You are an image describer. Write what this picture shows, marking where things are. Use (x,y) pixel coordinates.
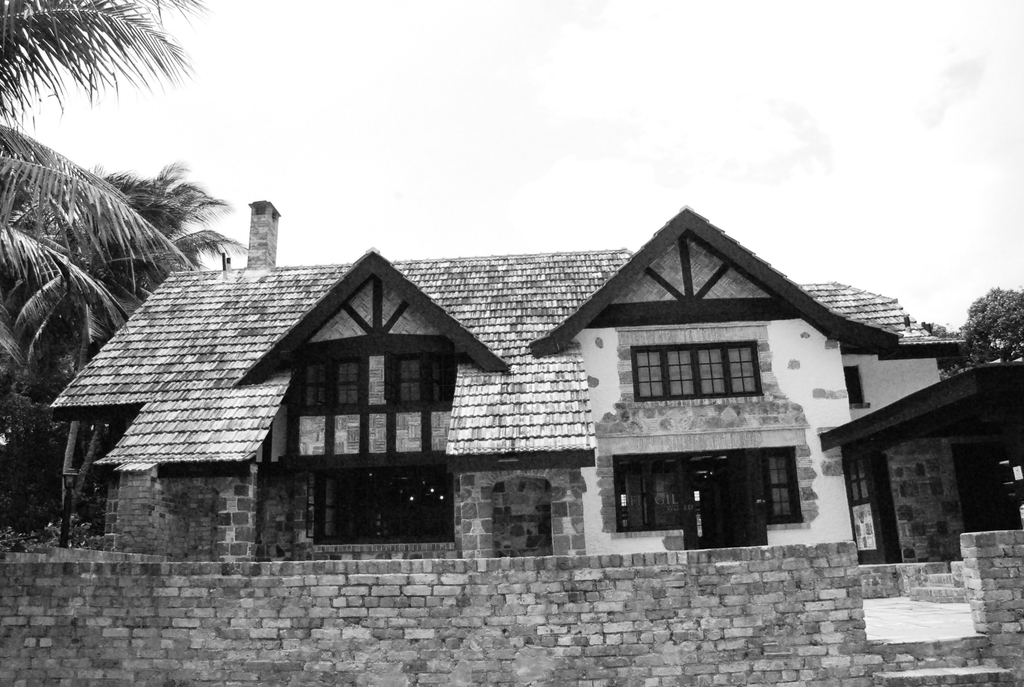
It is the black and white image in which there is a house (501,405) in the middle (409,354). At the bottom (507,618) there is a wall (547,610). On the left side (53,245) there are trees (59,170). At the top (633,44) there is the sky (669,44). There is an entrance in the middle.
